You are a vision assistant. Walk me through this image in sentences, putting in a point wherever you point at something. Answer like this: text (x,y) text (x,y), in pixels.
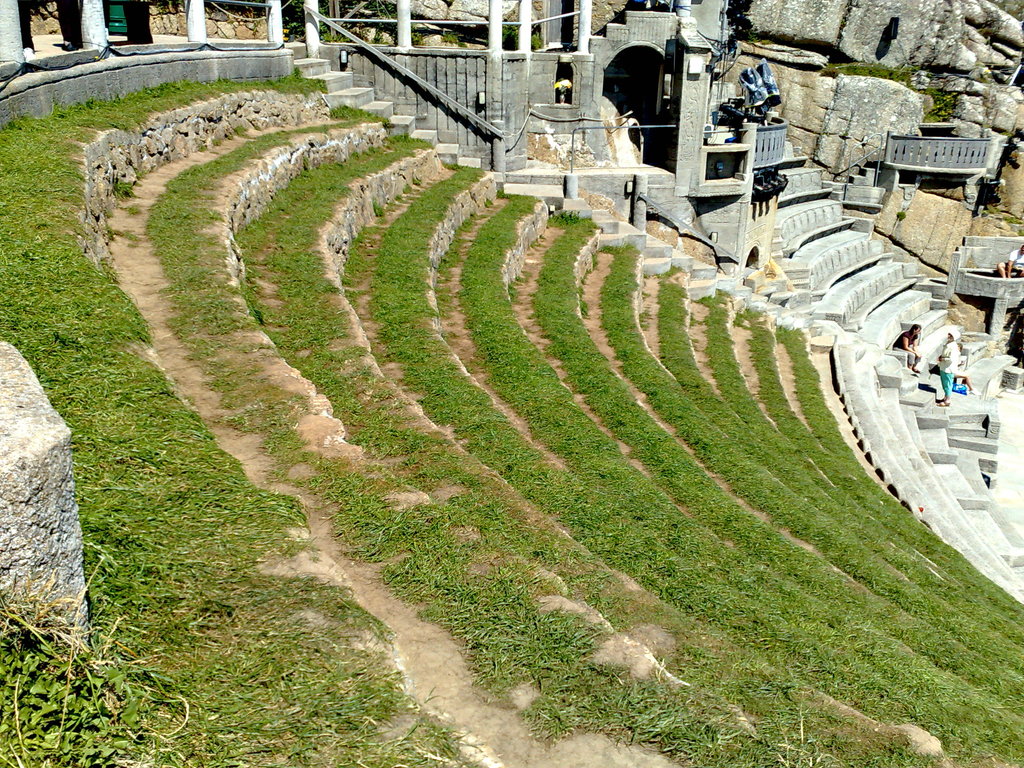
In this picture, we see grass (345,605) on the stairs (262,519). On the right side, we see two people (917,351) are sitting on the staircase (941,415). The woman (950,359) in the white jacket (950,364) is standing. Behind them, we see a railing (461,113). In the background (861,117), we see rocks (850,105) and poles (188,11).
